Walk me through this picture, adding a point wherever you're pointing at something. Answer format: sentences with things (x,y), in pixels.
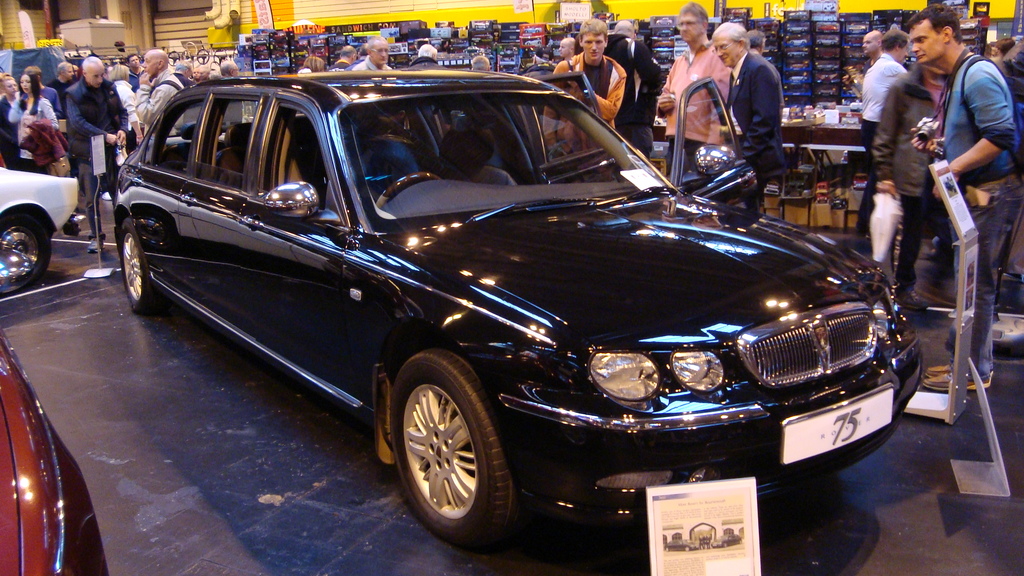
In this image there are three cars (209,228) on the display, behind the cars (306,200) there are few men (608,97) standing, in the background of the image (768,199) there are few objects (802,114).
